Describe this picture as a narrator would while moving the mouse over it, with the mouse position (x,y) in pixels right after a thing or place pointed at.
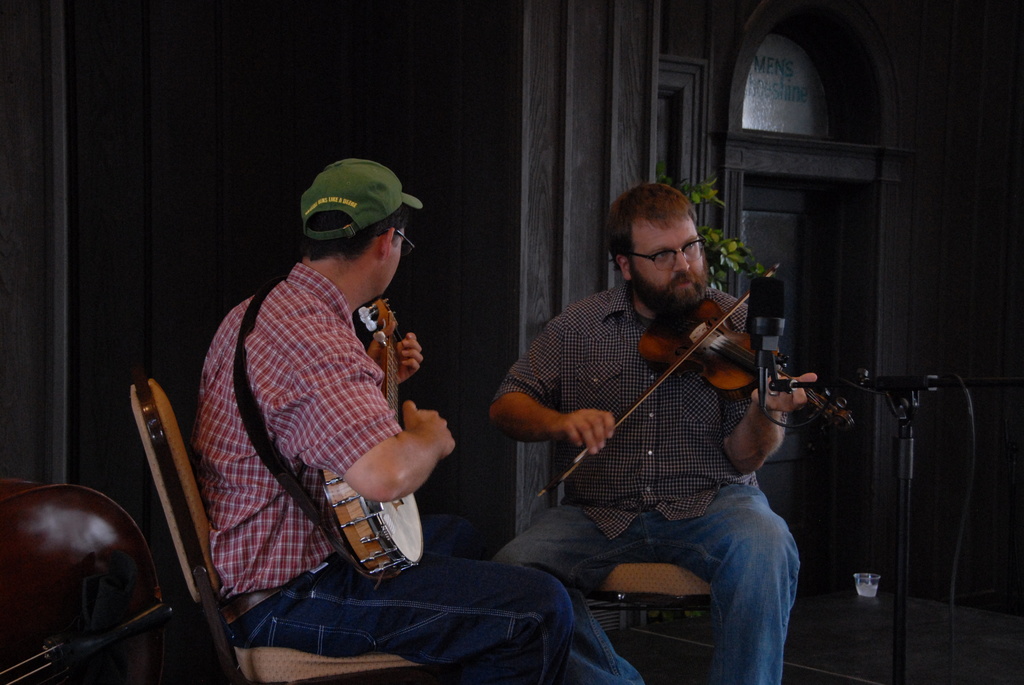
In this picture, There are some chairs (683,589) which are in brown color, There are some people (708,536) sitting on the chairs (707,604) and they are holding some music instruments (666,346), In the right side (754,318) there is a microphone (772,359) which is in black color, In the background (392,118) there are some black color walls (451,98).
